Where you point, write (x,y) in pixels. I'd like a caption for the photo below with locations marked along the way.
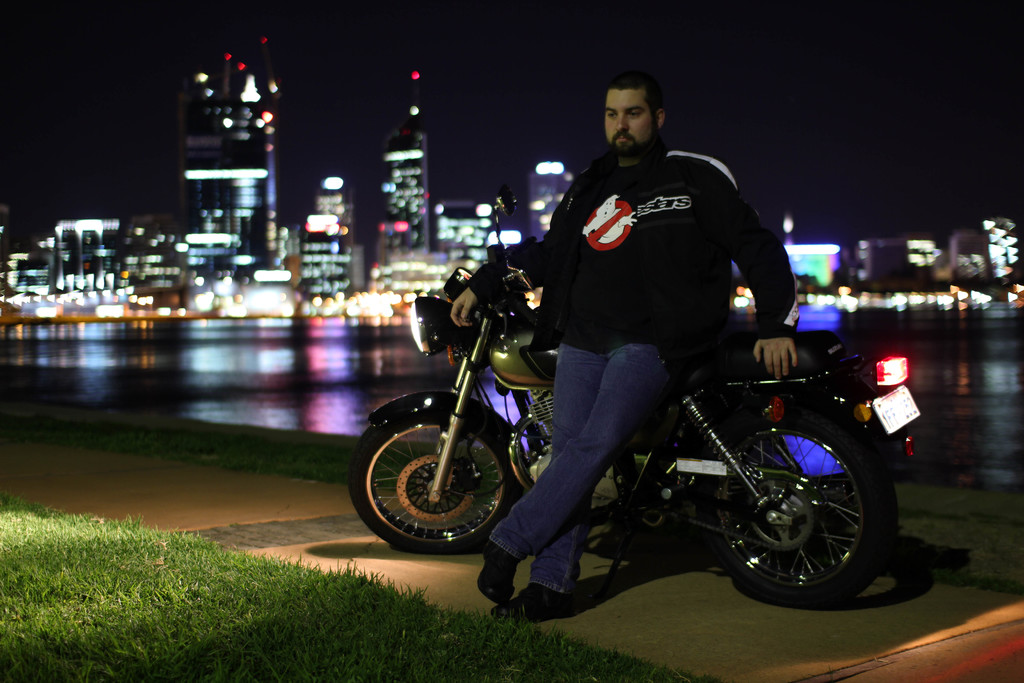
In this image, we can see a person (557,374) and there is a bike (760,394). In the background (937,262), there are buildings (551,192) and lights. At the bottom (178,576), there is water (215,393) and ground (209,529).
